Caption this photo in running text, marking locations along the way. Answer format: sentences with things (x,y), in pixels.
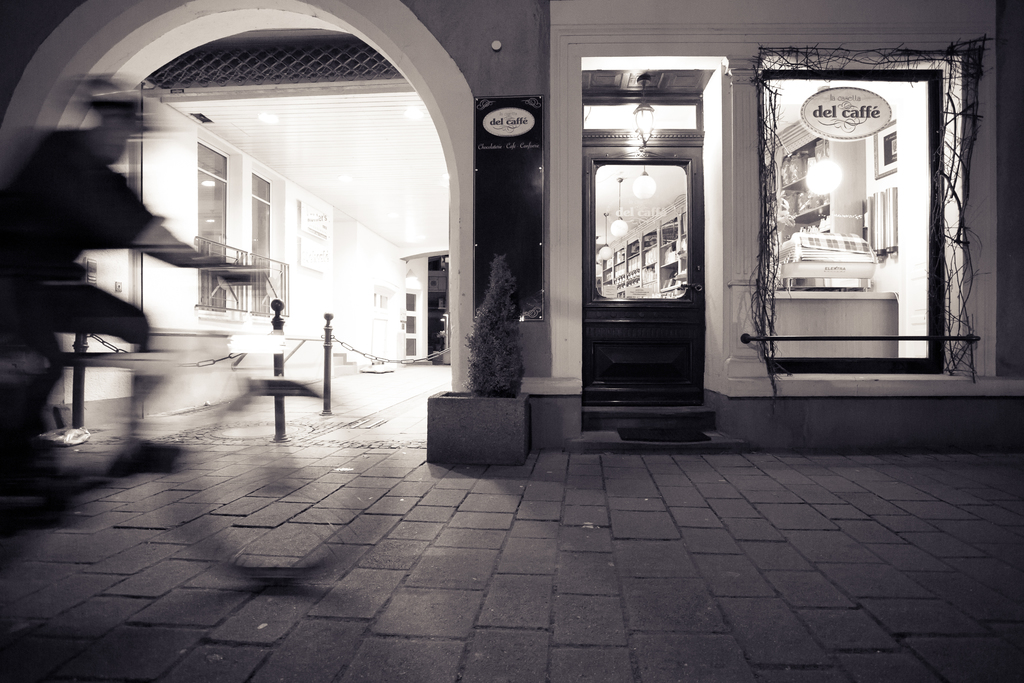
This is a black and white pic. On the left side (167,234) the image is blur, lights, objects (824,231) on the wall (742,238), mirror (661,181), plant (488,319) and poster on the glass (654,166). In the background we can see windows (203,221), railing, board (305,250) on the wall (287,250), lights (815,191) on the ceiling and objects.
